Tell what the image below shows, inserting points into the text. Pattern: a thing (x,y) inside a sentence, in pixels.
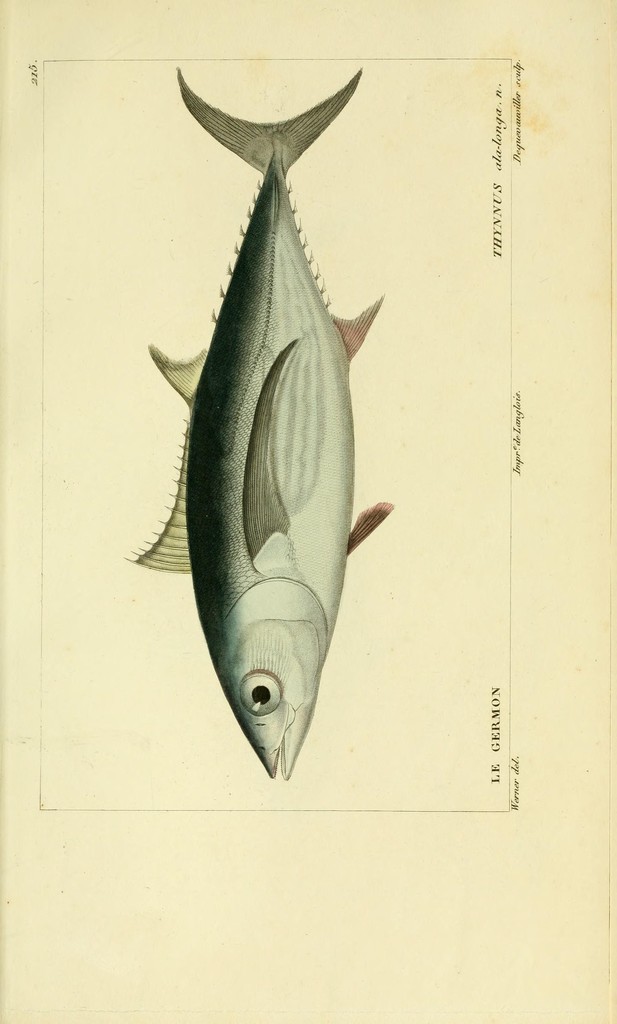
This picture contains a white paper (266,871) on which fish (290,726) is drawn. We even see some text (516,416) written on that paper (369,645).
